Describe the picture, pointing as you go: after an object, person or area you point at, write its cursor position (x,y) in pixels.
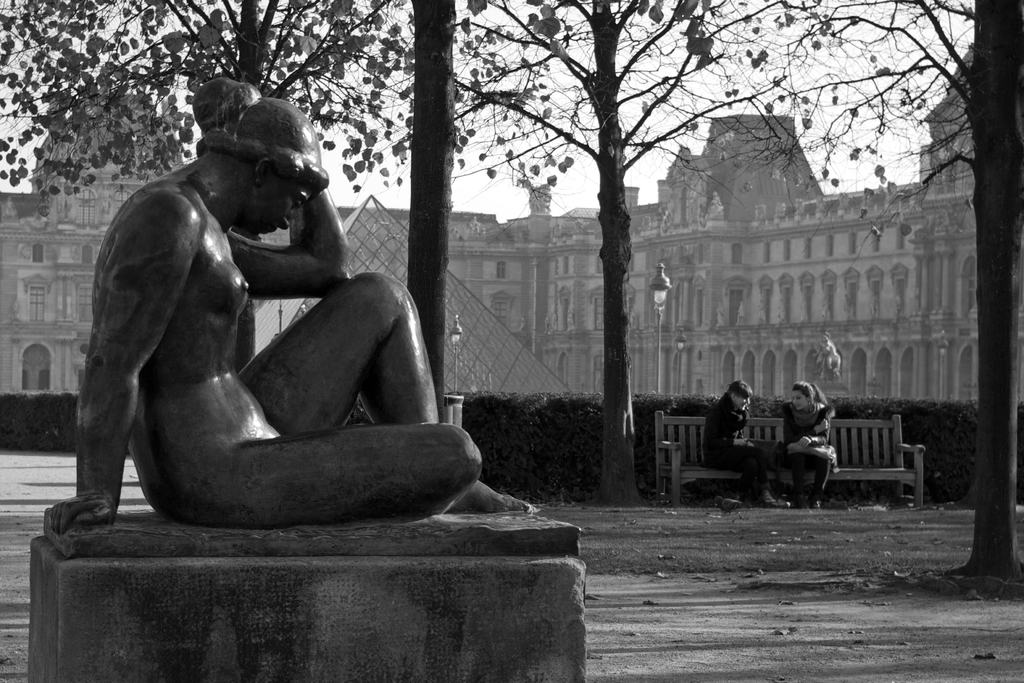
In this image I can see the statue (241,415) of the person (288,415). To the right (768,501) I can see two people (798,477) sitting on the bench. I can see many trees (628,434) and plants (484,414) to the side of these people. In the background (670,283) I can see the pole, many buildings (778,289) and the sky (523,146).
